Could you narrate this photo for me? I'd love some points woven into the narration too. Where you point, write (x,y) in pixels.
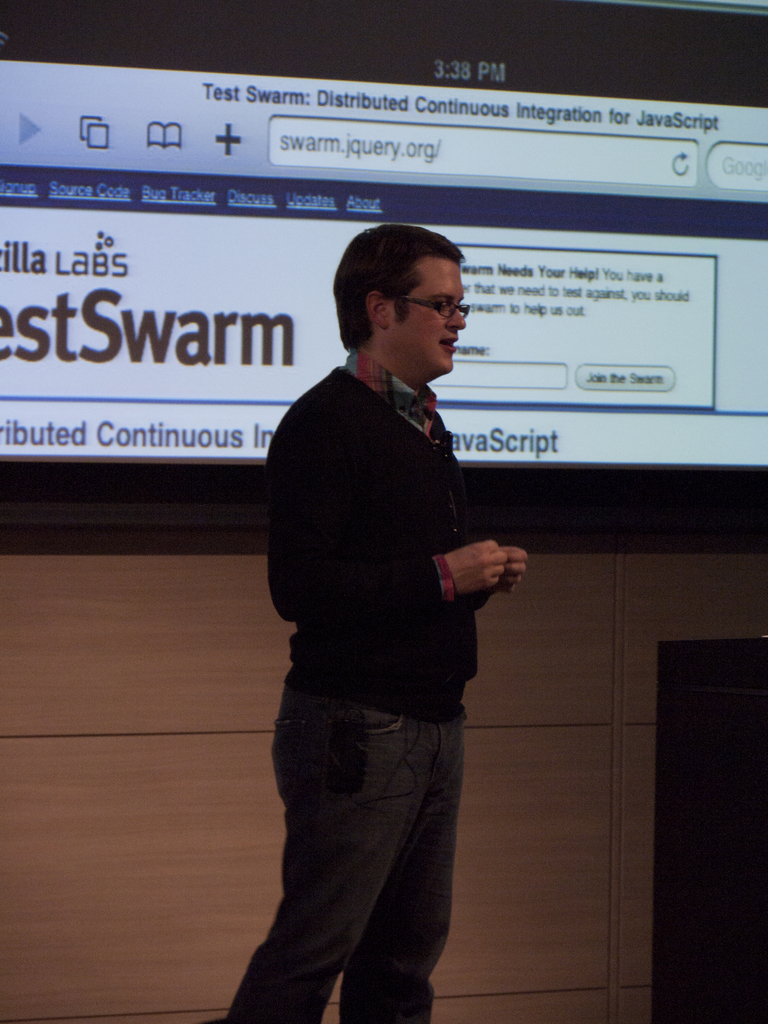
In the center of the picture (387,383) there is a person (418,752) standing and talking. On the right (732,822) it is podium (717,698). In the background (504,214) there is a projector screen (424,165).
